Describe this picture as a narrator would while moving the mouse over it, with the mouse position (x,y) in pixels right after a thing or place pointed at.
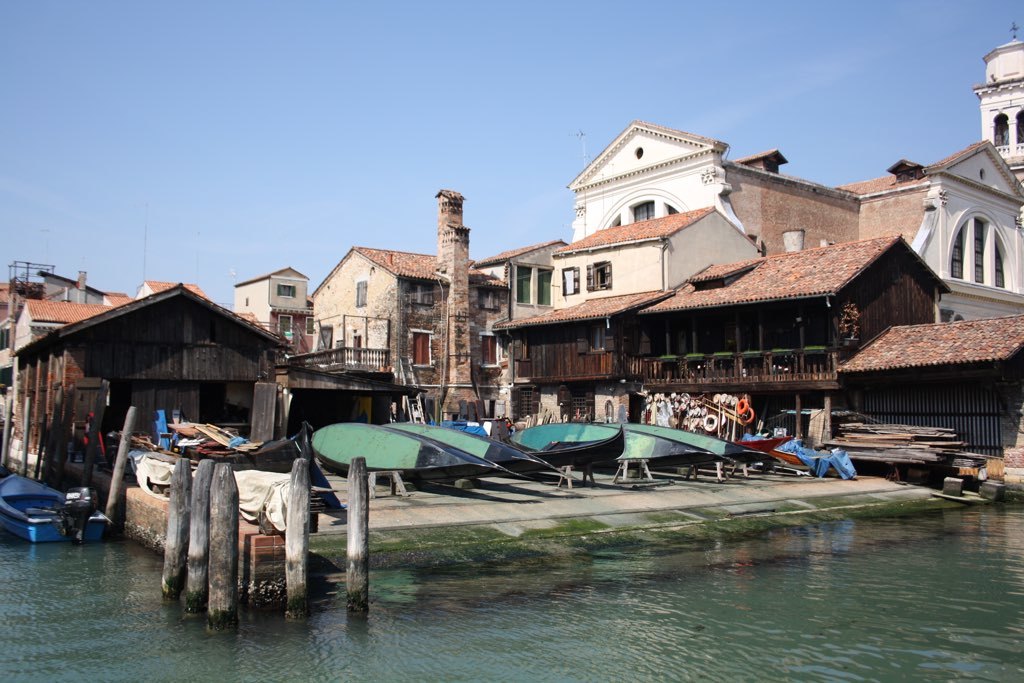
At the bottom of the image (185,584) there is water (398,643). There are poles (223,575) in the water (245,622) and also there is a boat (24,501) on the water (134,547). Behind the water (161,566) there are few boats (704,451). In the background (570,392) there are many buildings (518,399) with walls (354,304), windows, pillars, roofs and railings (711,358). At the top of the image (169,179) there is a sky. And also there are few wooden items (882,434) on the floor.
